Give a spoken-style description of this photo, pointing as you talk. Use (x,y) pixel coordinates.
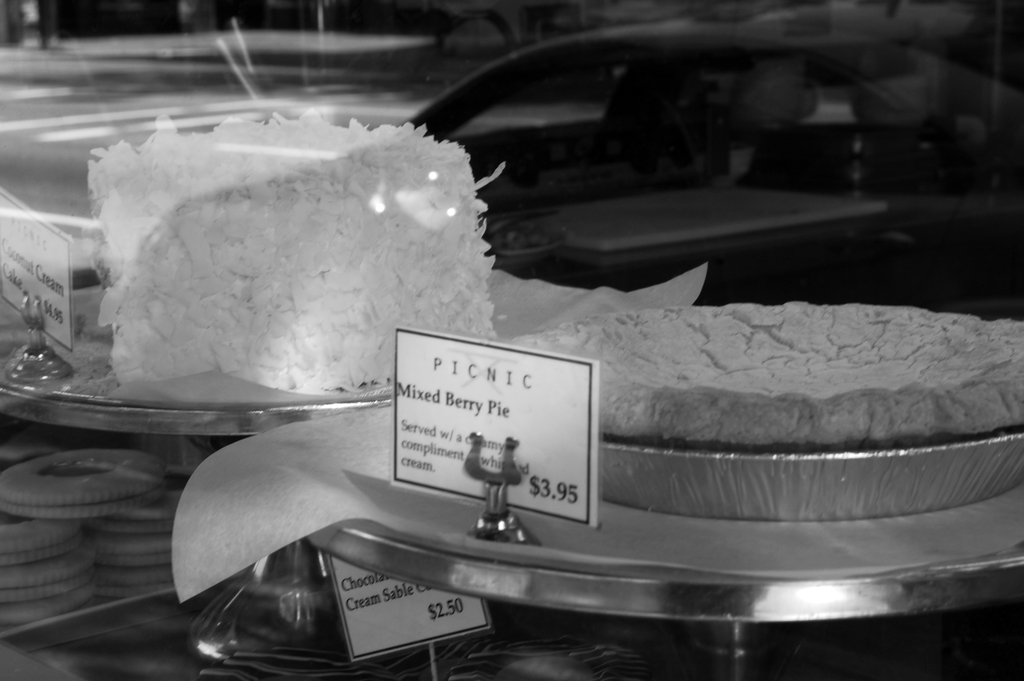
This image consists of desserts (375,384) kept on the plates (283,404) along with name boards (25,271). At the bottom (123,581), we can see other food items (76,528). It looks like a shop (1010,137).
